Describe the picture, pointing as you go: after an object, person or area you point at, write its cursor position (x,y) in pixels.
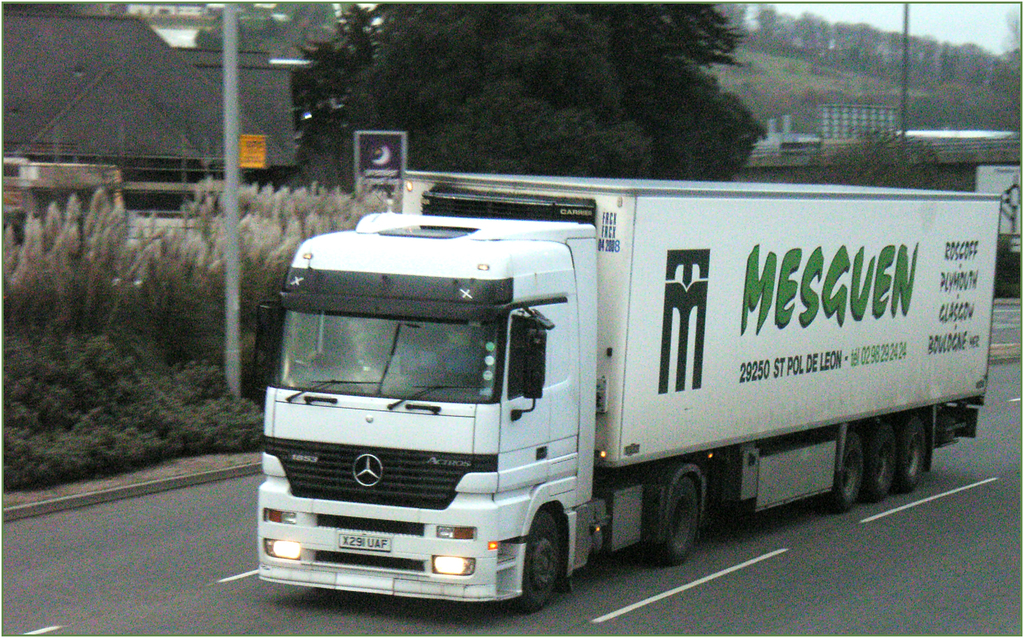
In this picture we can see the sky (936,15), trees (466,17), poles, boards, plants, a vehicle (545,549) on the road (1018,392). On the left side of the picture (277,104) we can see the roof (118,91) of a house (118,91).
